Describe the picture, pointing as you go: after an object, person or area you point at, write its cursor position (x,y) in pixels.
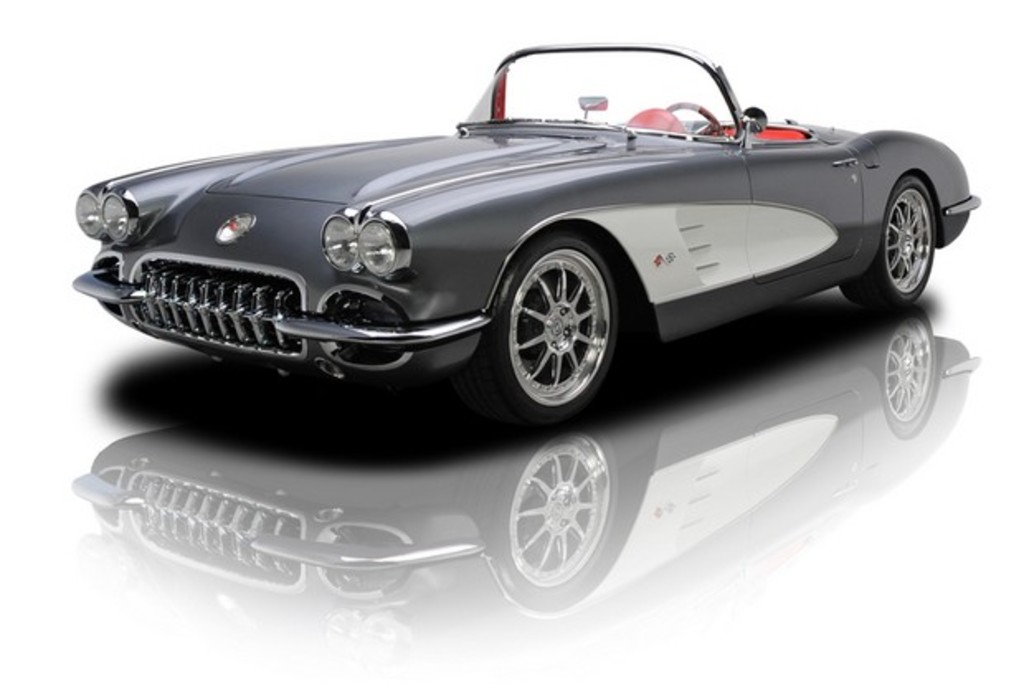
As we can see in the image there is a grey color car (590,210) and white color background.
